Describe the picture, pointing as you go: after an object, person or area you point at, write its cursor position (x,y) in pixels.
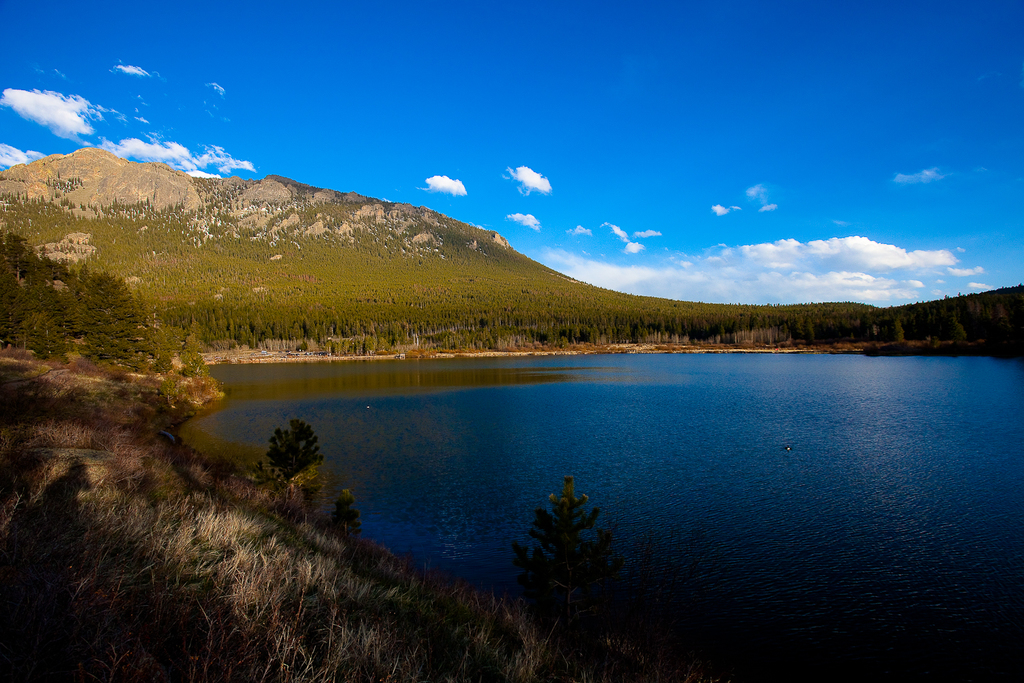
On the left side of the image (147,502) there is grass (144,495) on the ground (145,550). And also there are few trees (28,265). On the right side of the image (813,371) there is water (544,383). In the background (296,201) there is a hill (76,272) with many trees (285,276). At the top of the image (476,73) there is a sky (608,130) with clouds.
